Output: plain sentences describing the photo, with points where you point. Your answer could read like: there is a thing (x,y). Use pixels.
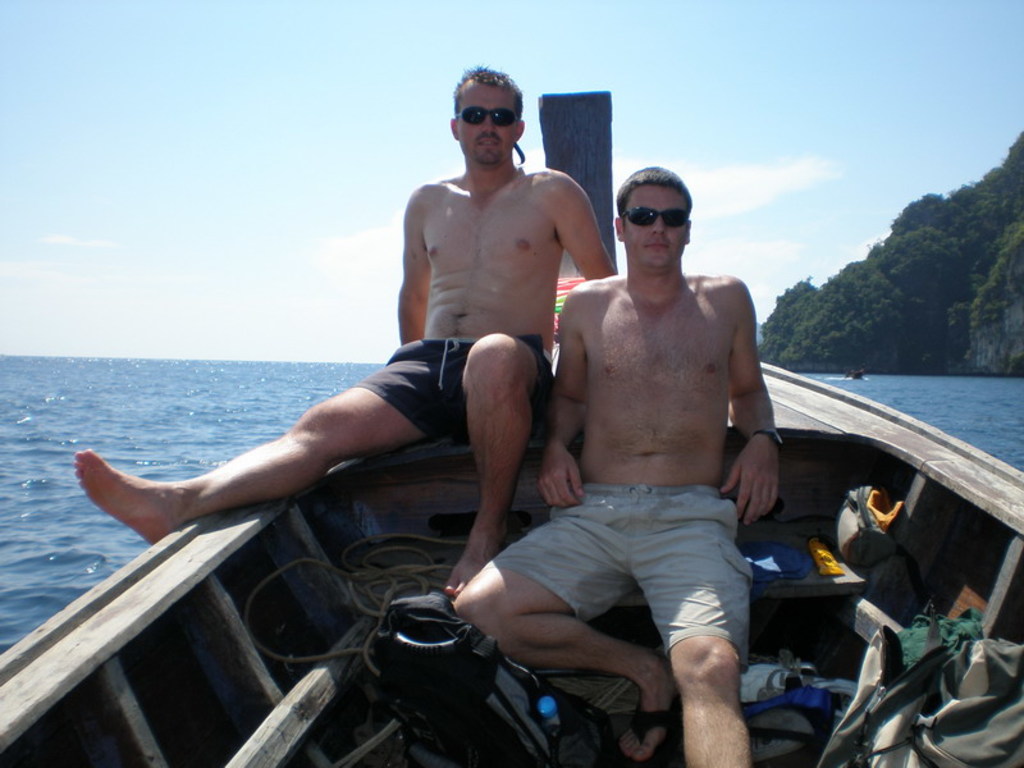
In this picture there is a boat (595,143) in the center of the image (369,494), on the water (91,425) and there are two men (305,414) in it, there is water (46,417) in the center of the image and there is a mountain (847,293) on the right side of the image (913,217).
